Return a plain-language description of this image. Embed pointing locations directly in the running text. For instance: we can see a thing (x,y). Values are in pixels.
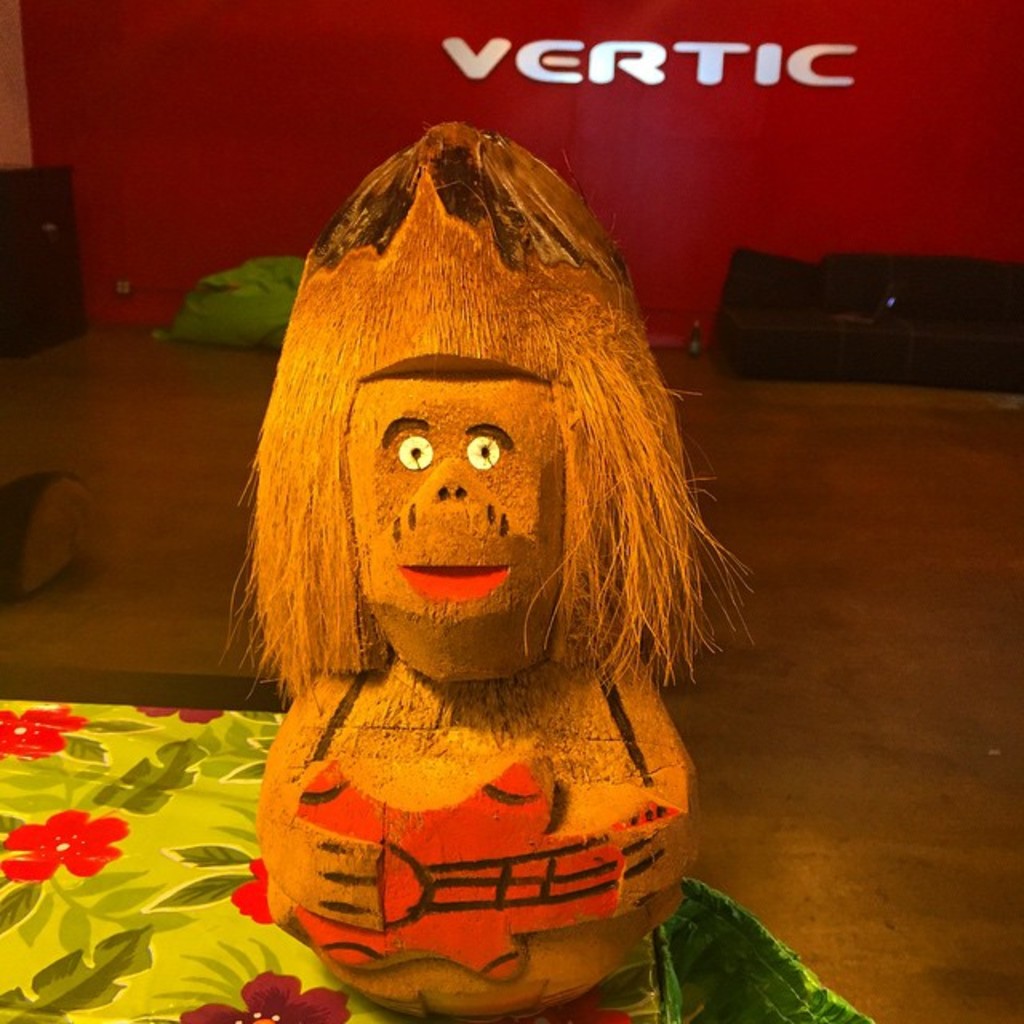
In this image we can see a sculpture (481,573) made of coconuts (394,655). In the background (730,416) there are walls (567,140), polythene bag (228,320) on the floor (207,420) and a mat (154,864).
